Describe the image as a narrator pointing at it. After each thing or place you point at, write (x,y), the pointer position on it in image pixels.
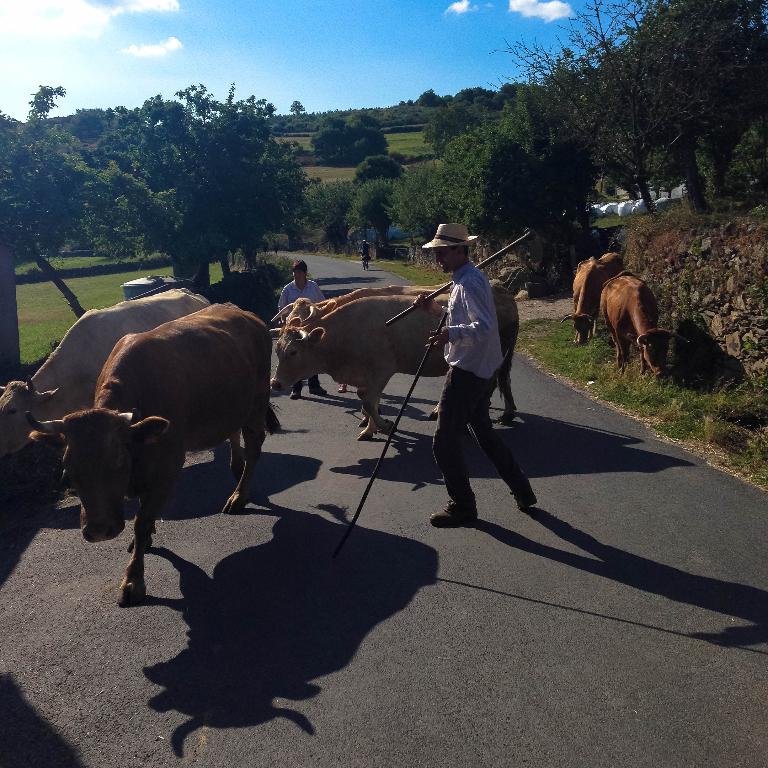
In this image we can see animals (80,336), people (295,384), trees (753,163), grass (682,405) and cloudy sky (370,57). A person (457,236) is holding sticks (431,294).
